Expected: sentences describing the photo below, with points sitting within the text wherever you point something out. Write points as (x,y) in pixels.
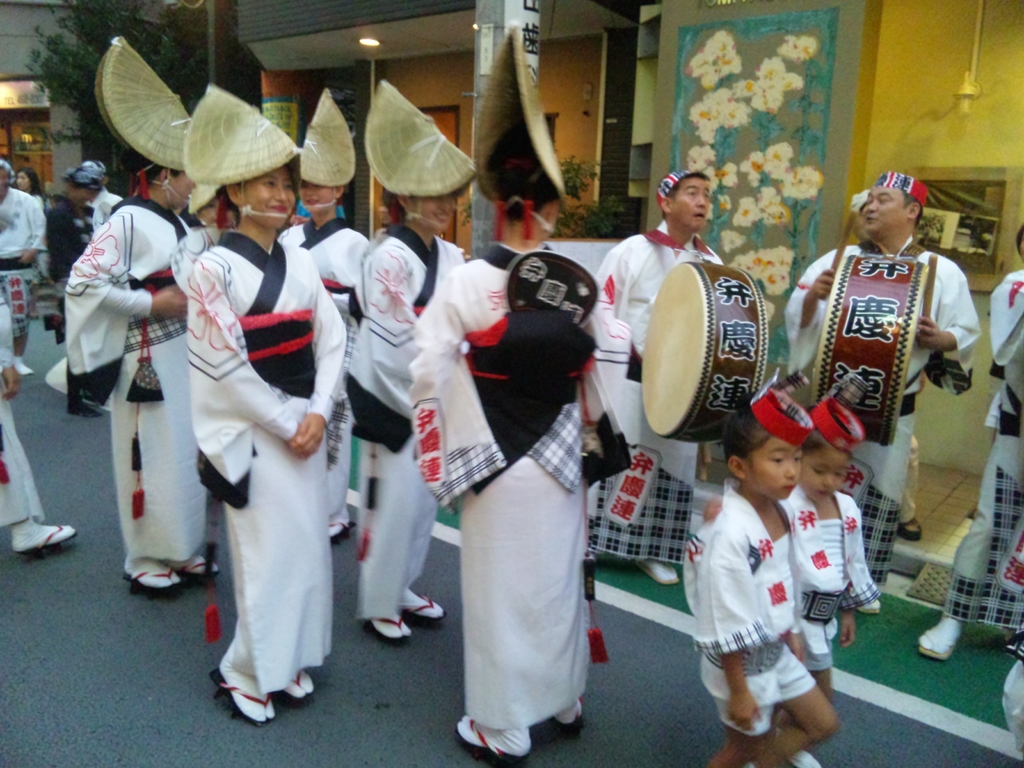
In this image I see number of persons (323,96) and in which few of them are wearing the same costumes (25,208) and few of them are holding the drums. In the background (770,216) I see few plants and the buildings (967,63).
